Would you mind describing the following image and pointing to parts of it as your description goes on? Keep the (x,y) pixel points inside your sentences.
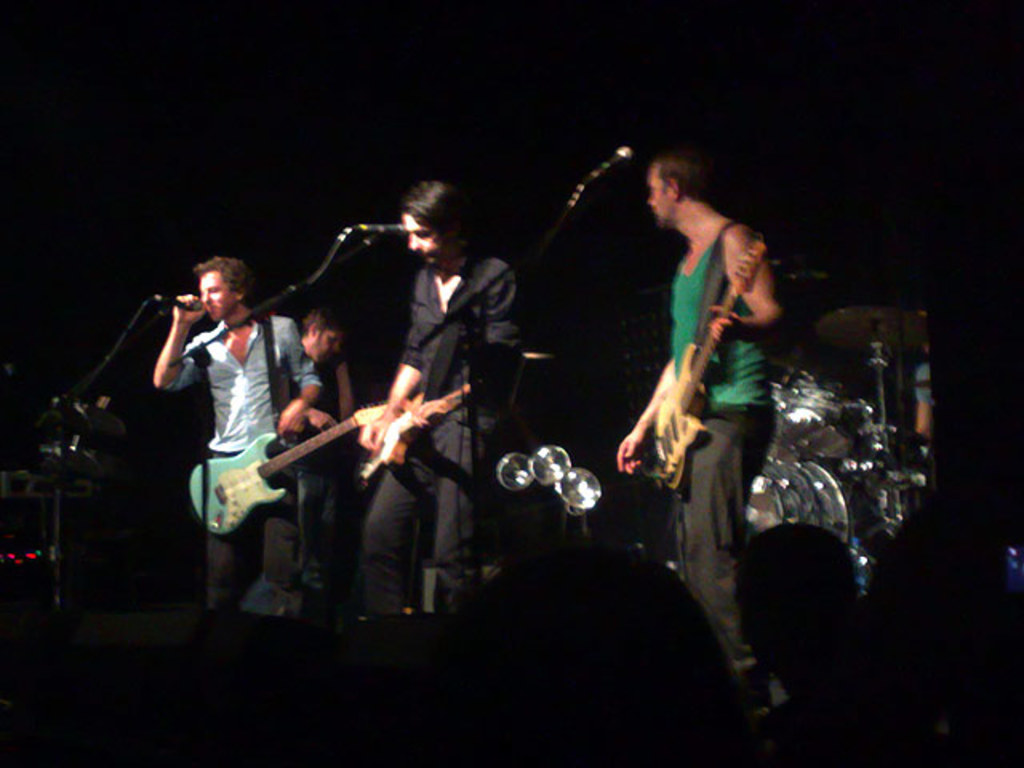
In this image I can see a four person (455,383) playing instrument (224,494). There is a mic (626,154) and stand (577,191). To the back of the person (727,386) there are drum set (847,444). Background (825,100) is in black color.
